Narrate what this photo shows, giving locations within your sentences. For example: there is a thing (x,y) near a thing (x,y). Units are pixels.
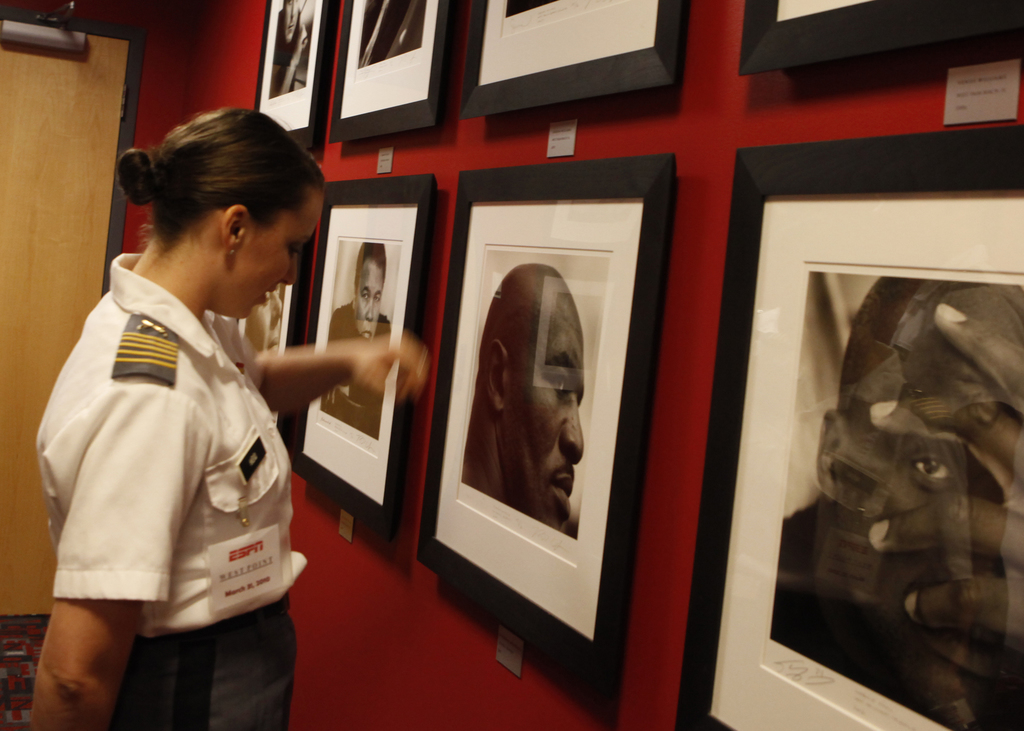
In this picture we can see a woman (51,462) on the left side (55,408). There are few frames (299,292) on the wall (411,505). We can see a door (32,142) in the background (75,133).
